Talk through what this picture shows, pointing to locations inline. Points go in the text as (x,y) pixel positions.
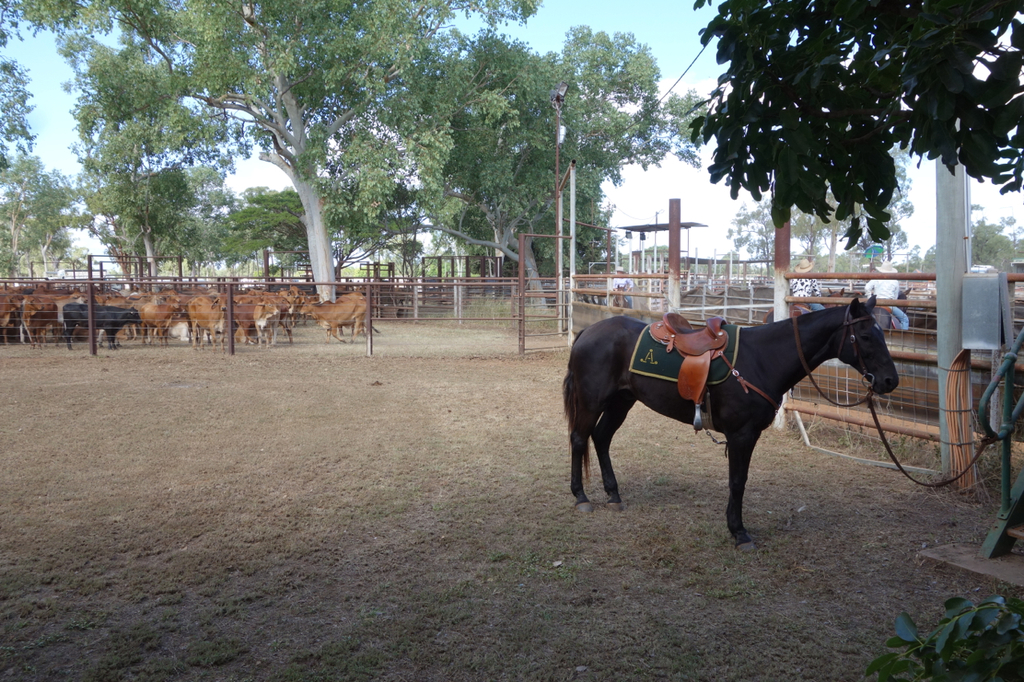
This picture is clicked outside. On the right (727,417) there is a horse (714,427) standing on the ground (853,533) and we can see the pole (958,220), Metal rods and net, tree (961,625) and the green leaves (936,633) and we can see the group of people (880,272) seems to be standing on the ground (340,344). On the left (199,347) we can see the group of animals (244,316) and the metal fence (389,265) and the trees (464,195). In the background (699,175) we can see the sky (702,66) cable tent poles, metal rods (692,260), trees (583,231) and some other objects (725,260).
